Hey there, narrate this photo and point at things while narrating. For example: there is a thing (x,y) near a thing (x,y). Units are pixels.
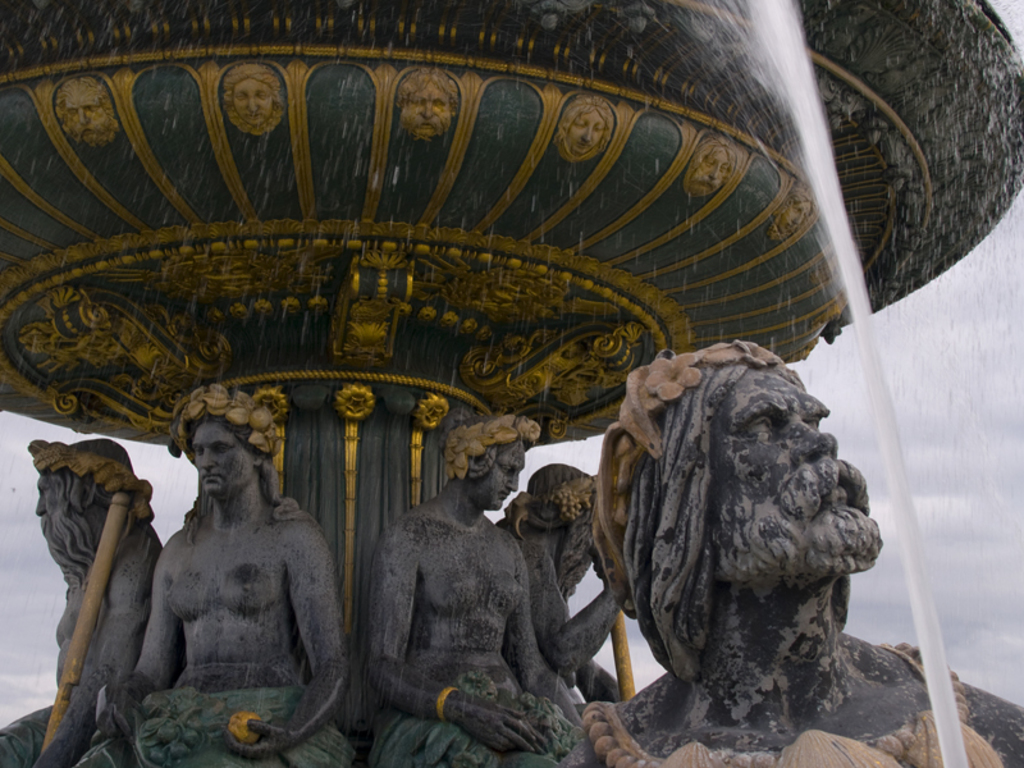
Here we can see few sculptures (296,640) of persons (115,656) and in the background (209,234) we can see designs (449,165) on a platform (774,244) and there are clouds (867,594) in the sky (867,594) and on the right side (903,533) we can see water (883,442) with pressure.
